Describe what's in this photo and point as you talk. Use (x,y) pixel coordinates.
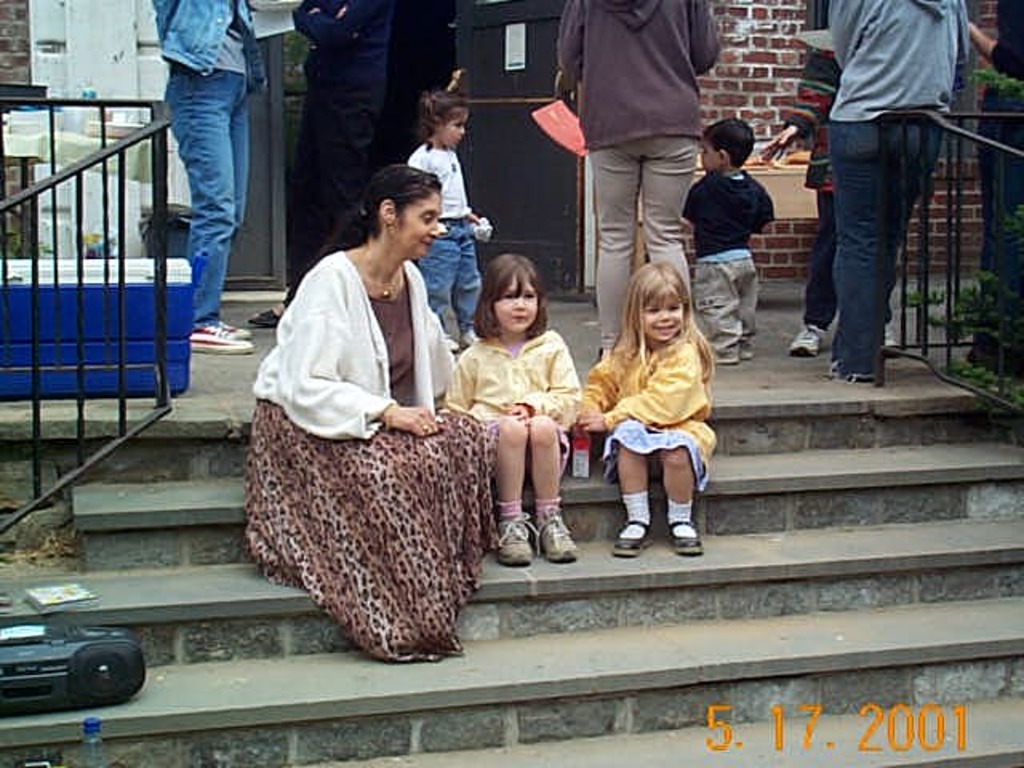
In this image, we can see people (890,40) and some are sitting on the stairs (601,441). In the background (72,225), there are railings (84,168) and we can see a box (144,350), plants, boards (477,83) and there is a wall (753,98). At the bottom (117,655), there is some text (715,719) and we can see a radio (114,675), bottle (99,732) and a book (70,600).
